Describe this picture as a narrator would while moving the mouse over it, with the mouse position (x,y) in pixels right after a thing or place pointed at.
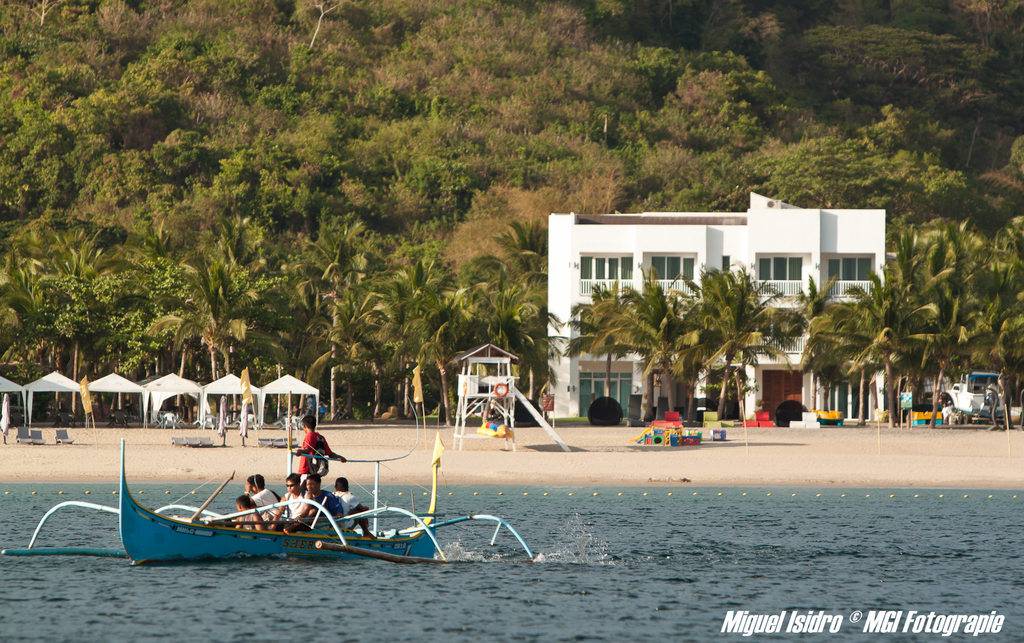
In this image we can see these people (337,504) are sitting in the boat (216,551) which is floating on the water (548,580). Here we can see the sand (637,448), tents (16,400), flags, play area (673,437), trees (665,383), a vehicle (964,396) here, building (561,271) and trees (295,62) on the hills (338,189) in the background (247,211). Here we can see the watermark (892,616) on the bottom right side of the image (938,624).
